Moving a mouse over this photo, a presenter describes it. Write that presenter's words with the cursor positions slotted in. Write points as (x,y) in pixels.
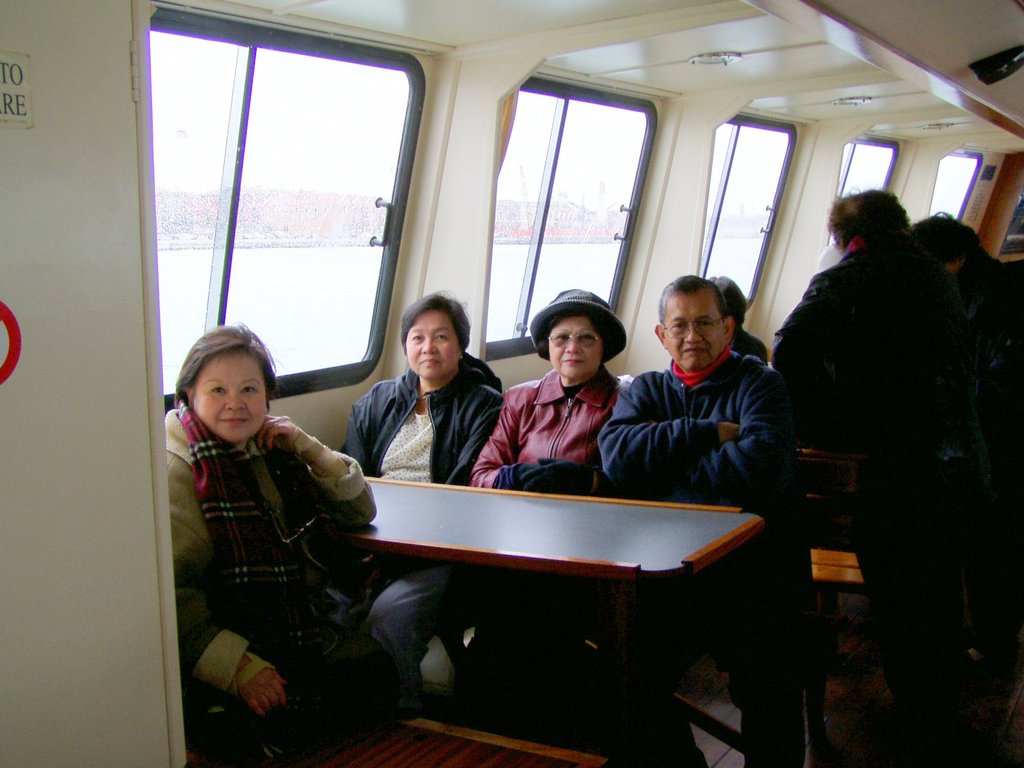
There are four people (674,407) sitting on the bench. This is the table (579,550). Here are two people (912,326) standing. These are the windows (383,217) with the door handle (386,233). These are the lights (726,58) attached to the rooftop (881,112). I think this picture is inside the vehicle (918,135).
